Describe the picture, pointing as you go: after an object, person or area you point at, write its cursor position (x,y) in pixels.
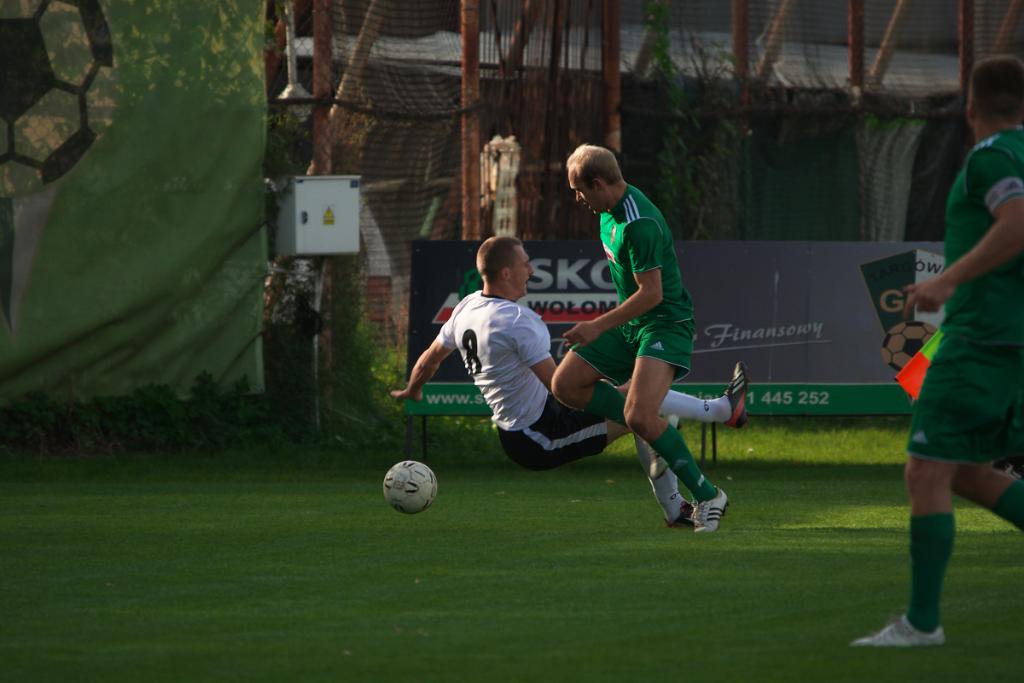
In this picture we can see people (502,404) playing football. At the bottom (541,561) there is grass (709,558). On the right (960,340) there is a person (995,384) running. On the left (54,179) there is a wall (54,179). In the center of the background (292,220) there are trees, fencing (585,135), board (693,268), meter (340,219) and a building (701,32).
